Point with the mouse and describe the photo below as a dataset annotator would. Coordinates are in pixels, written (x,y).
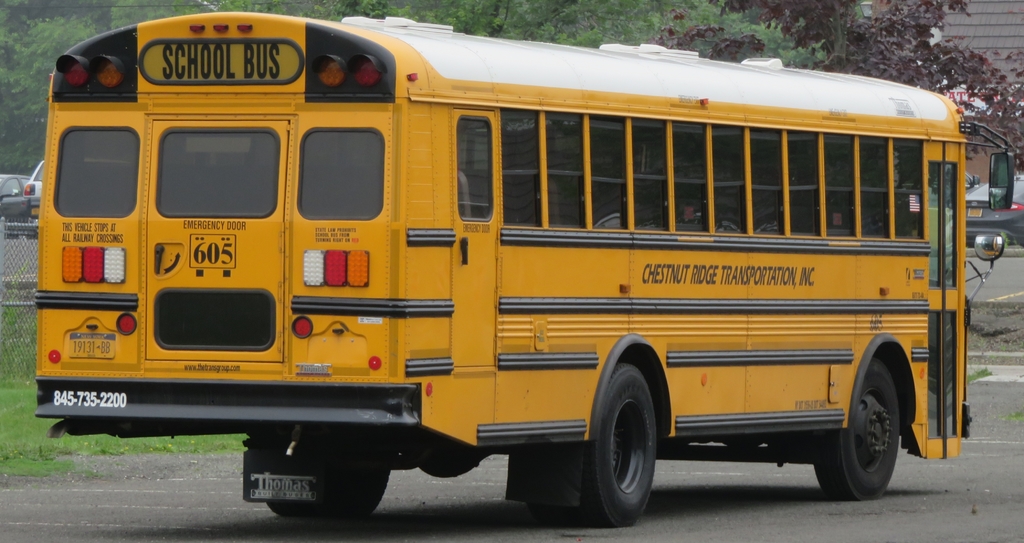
In this image there is a bus (631,464) on the road (782,532). Left side (12,266) there is a fence (16,284) on the grassland (27,403). Behind there are vehicles (13,201) on the road (1005,284). Right side (1017,230) there is a car (1021,215) on the road (1005,270). Background (1,32) there are trees (691,26). Right top there is a building (977,51).
